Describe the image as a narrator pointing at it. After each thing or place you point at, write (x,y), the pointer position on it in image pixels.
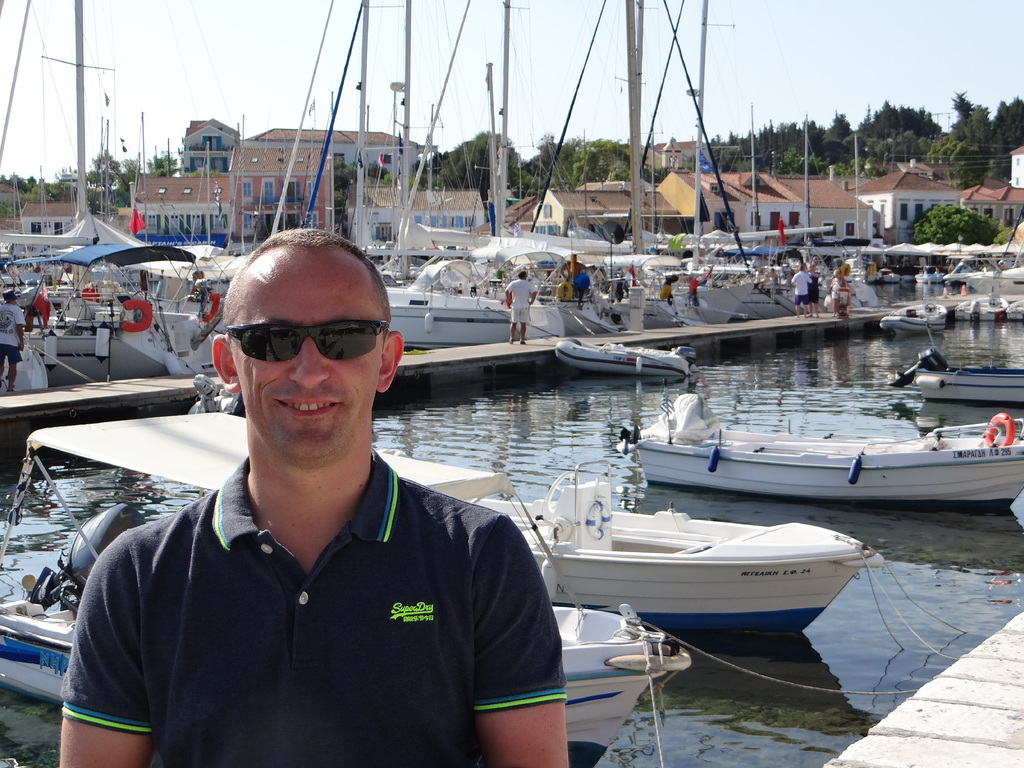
In the foreground of the image (80,727) there is a person (350,562) wearing T-shirt (236,560) and sunglasses (278,335). In the background of the image (67,212) there are boats (563,304), water (544,400), people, houses (656,229), trees (518,175) and sky (345,82).
